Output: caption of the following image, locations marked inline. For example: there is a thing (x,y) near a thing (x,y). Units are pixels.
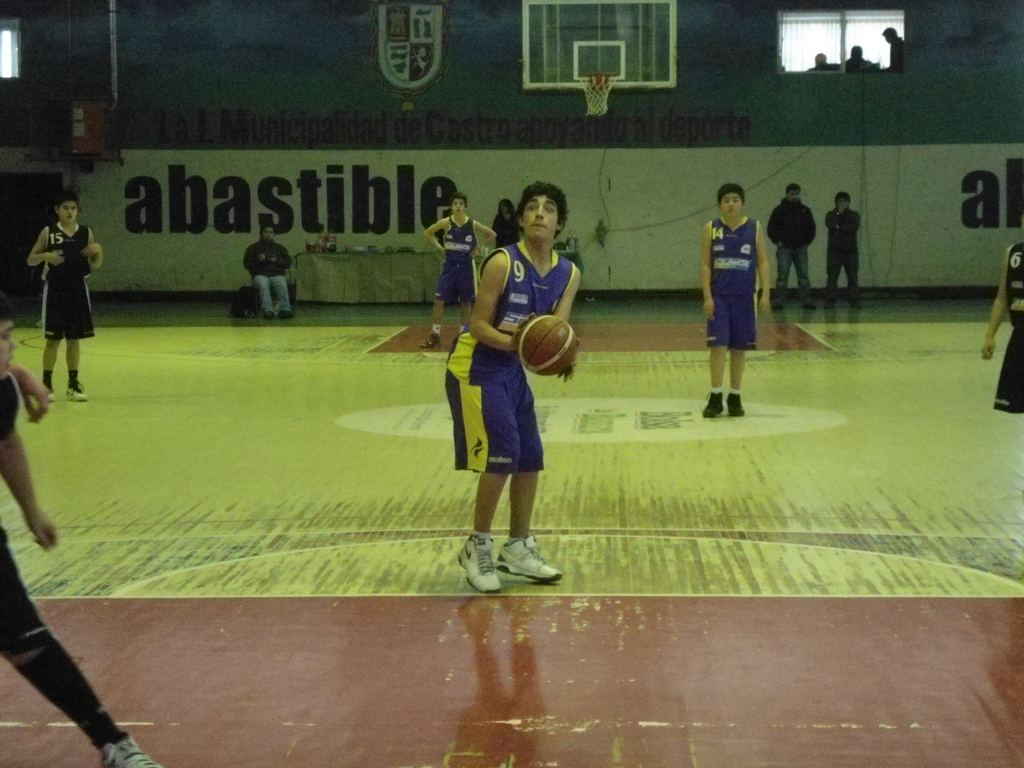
In this image, we can see people (807,220) wearing clothes (2,646). There is a person (544,228) in the middle of the image (461,359) holding a ball (536,332) with his hands (566,374). There is a window (882,25) in the top right of the image (848,53). There is a goal post (602,43) at the top of the image (602,43).
